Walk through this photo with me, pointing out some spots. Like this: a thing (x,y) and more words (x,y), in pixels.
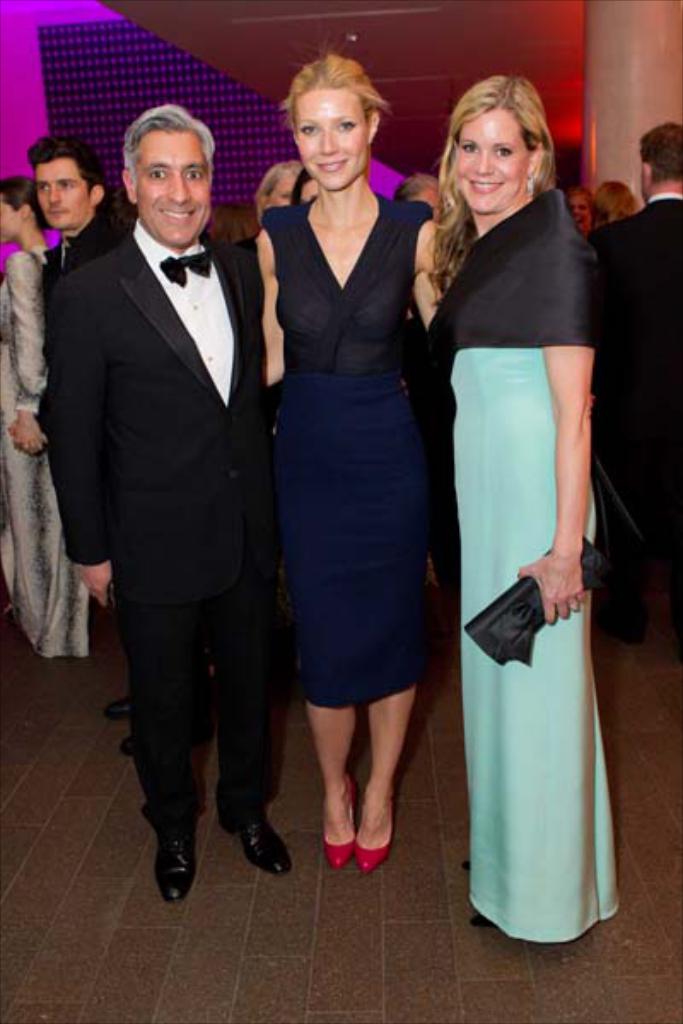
In this image, we can see some people (247,718) standing, there is a pillar (629,81) and there is a wall (119,38).
